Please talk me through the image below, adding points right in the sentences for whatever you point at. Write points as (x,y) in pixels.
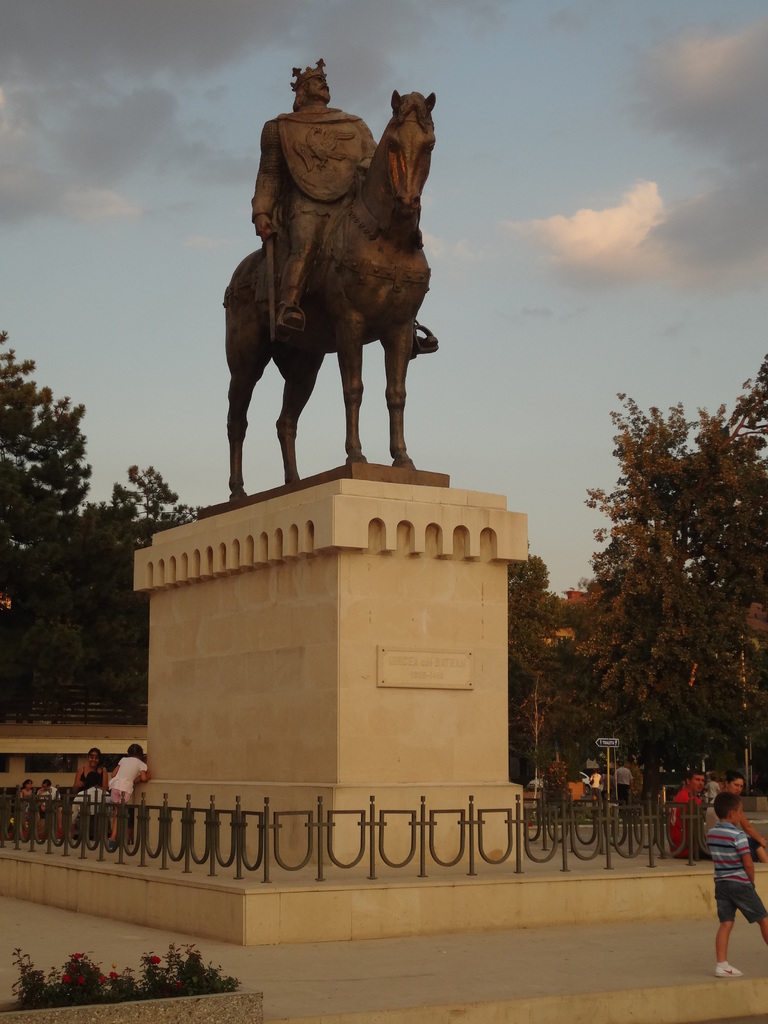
In this image there is a statue (354,255) on a pillar (250,777) having fence (658,846) around it. Statue (331,313) is having a horse (331,265) on it there is a person (293,207) sitting and holding a sword (270,269). Few persons (115,803) are beside the pillar (154,778). Left bottom there are few plants (49,995) having flowers (80,958). Few persons (682,844) are sitting beside the fence (669,824). Few persons (754,911) are walking on the land (735,958). There is a pole (609,765) having a board (606,742) attached to it. Background (719,652) there are few plants (758,556). Top of image (625,194) there is sky (655,228).
